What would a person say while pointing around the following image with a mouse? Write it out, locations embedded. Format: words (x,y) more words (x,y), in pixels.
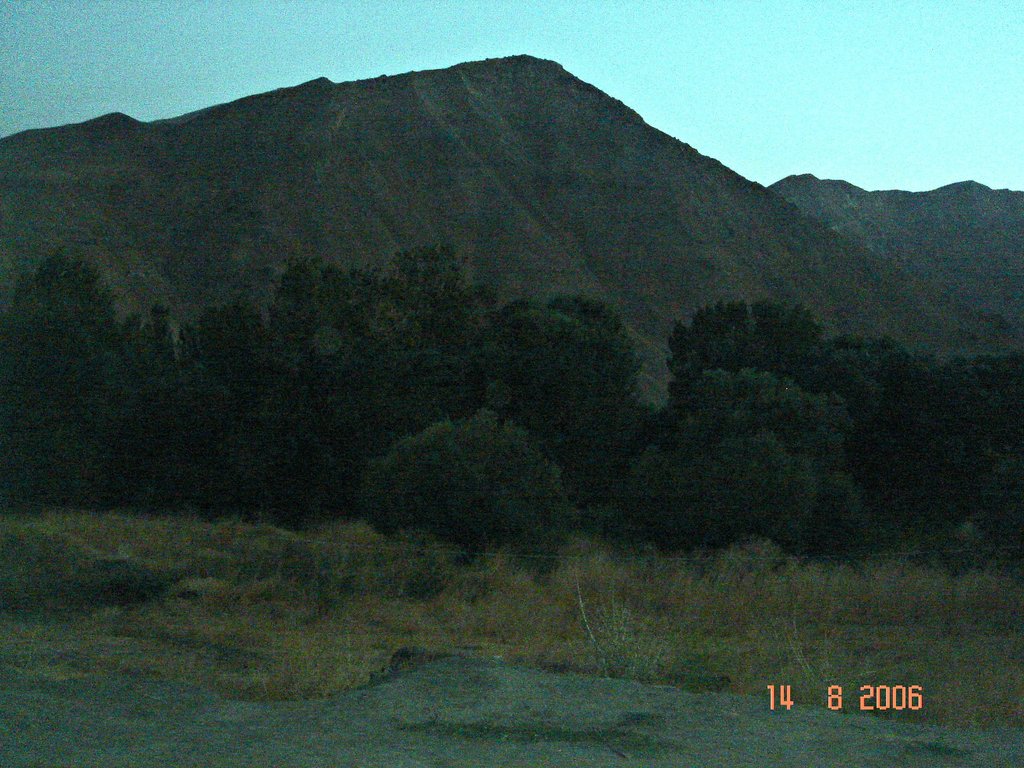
This picture shows bunch of trees (449,483) and grass (473,565) on the ground (622,543) and we see hills (960,248) and a blue clear Sky (644,87).
